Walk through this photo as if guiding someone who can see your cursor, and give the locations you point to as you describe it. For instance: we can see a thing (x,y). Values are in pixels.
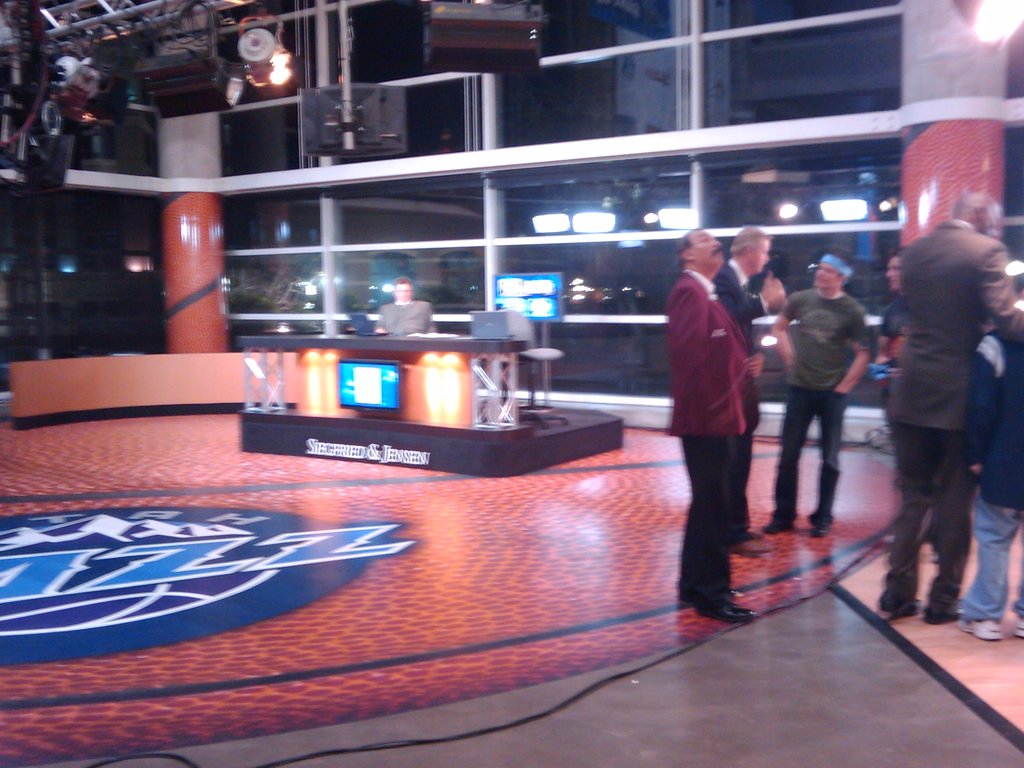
In the center of the image (399,311) we can see a person (403,305) sitting and there are laptops (505,318) placed on the table (385,341). We can see screens (526,305). On the right (730,313) there are people (730,288) standing. At the top (90,82) there is a camera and we can see lights (223,90). In the background (382,6) there are pillars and a wall (580,213).
